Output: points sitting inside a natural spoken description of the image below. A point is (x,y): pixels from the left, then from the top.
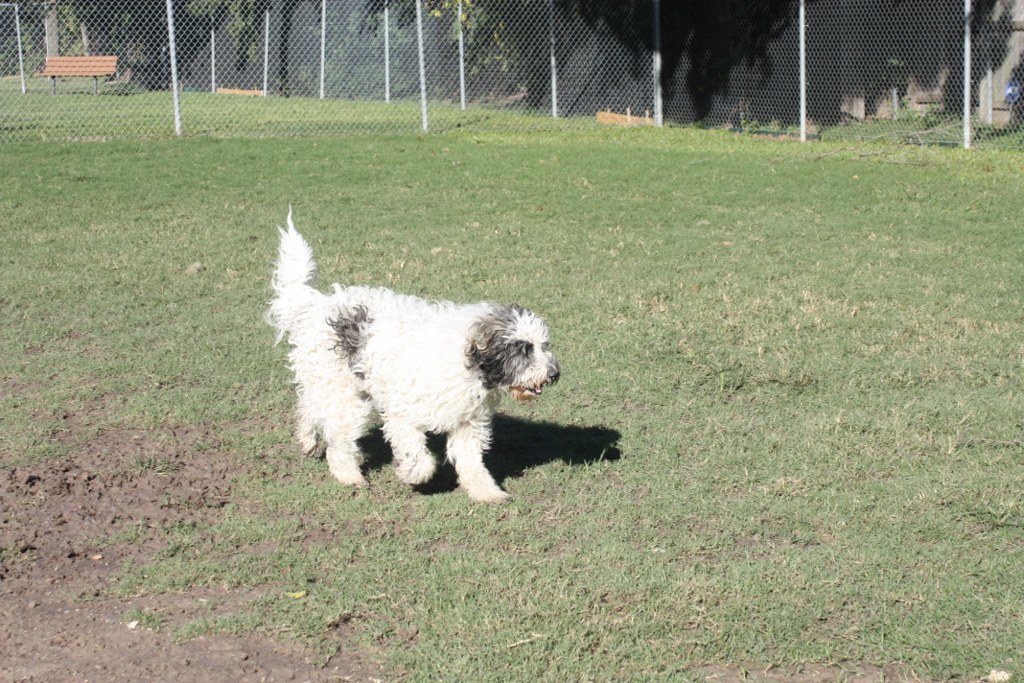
In this picture I can see there is a dog (415,372), it has white and black fur (416,353). It is walking on the grass (610,542), there is soil (55,525) on the left side (64,510). There is a fence (89,28) in the backdrop (42,59), there is a wooden bench (94,73), trees (73,25) and it looks like there is a building (990,71) on the right side (975,103) backdrop of the image (830,95).
